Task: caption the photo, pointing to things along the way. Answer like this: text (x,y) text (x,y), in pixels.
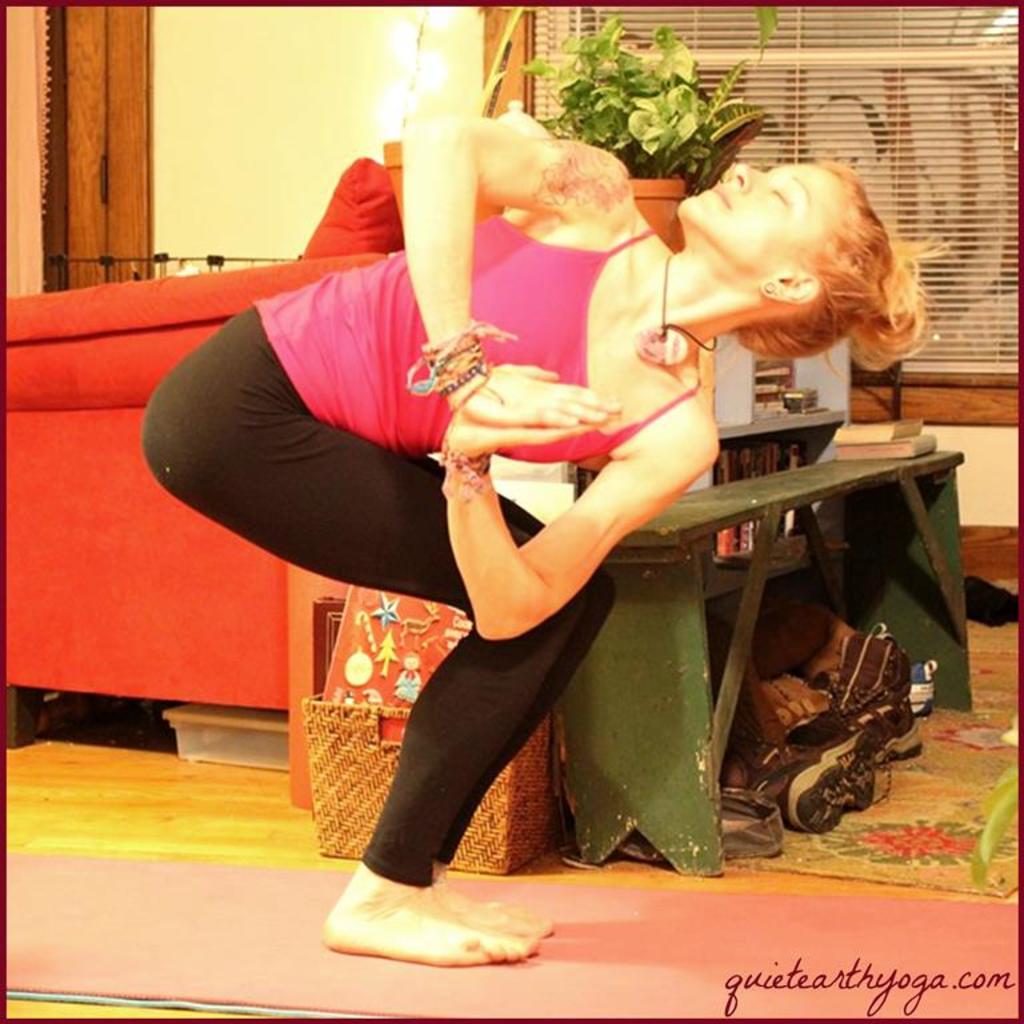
As we can see in the image there is a woman (572,539) wearing pink color dress (512,312). There is a basket (360,782), book (386,634) and a wall (290,73).
